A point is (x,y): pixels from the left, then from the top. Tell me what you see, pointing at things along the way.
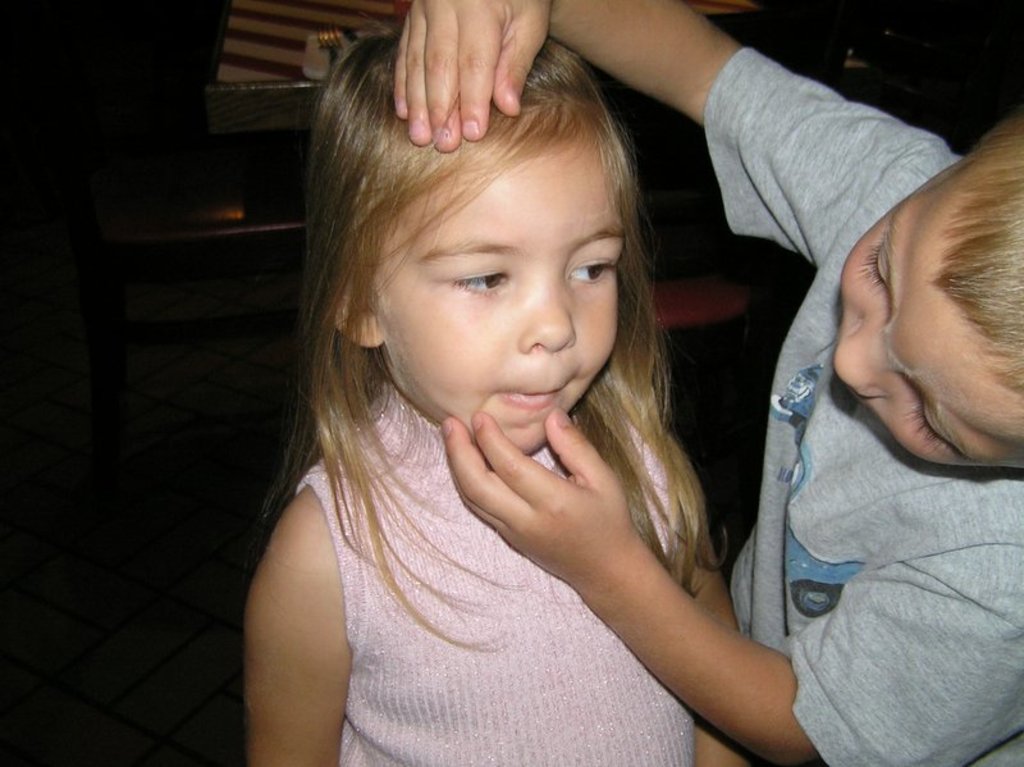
On the right side (888,151), there is a child (872,298) in gray color T-shirt (908,654), keeping fingers (478,420) of a hand (571,516) on a cheek (431,310) of a girl (619,422) and keeping a hand (436,57) on the hair (530,78) of the girl (410,596). And the background (136,14) is dark in color.
